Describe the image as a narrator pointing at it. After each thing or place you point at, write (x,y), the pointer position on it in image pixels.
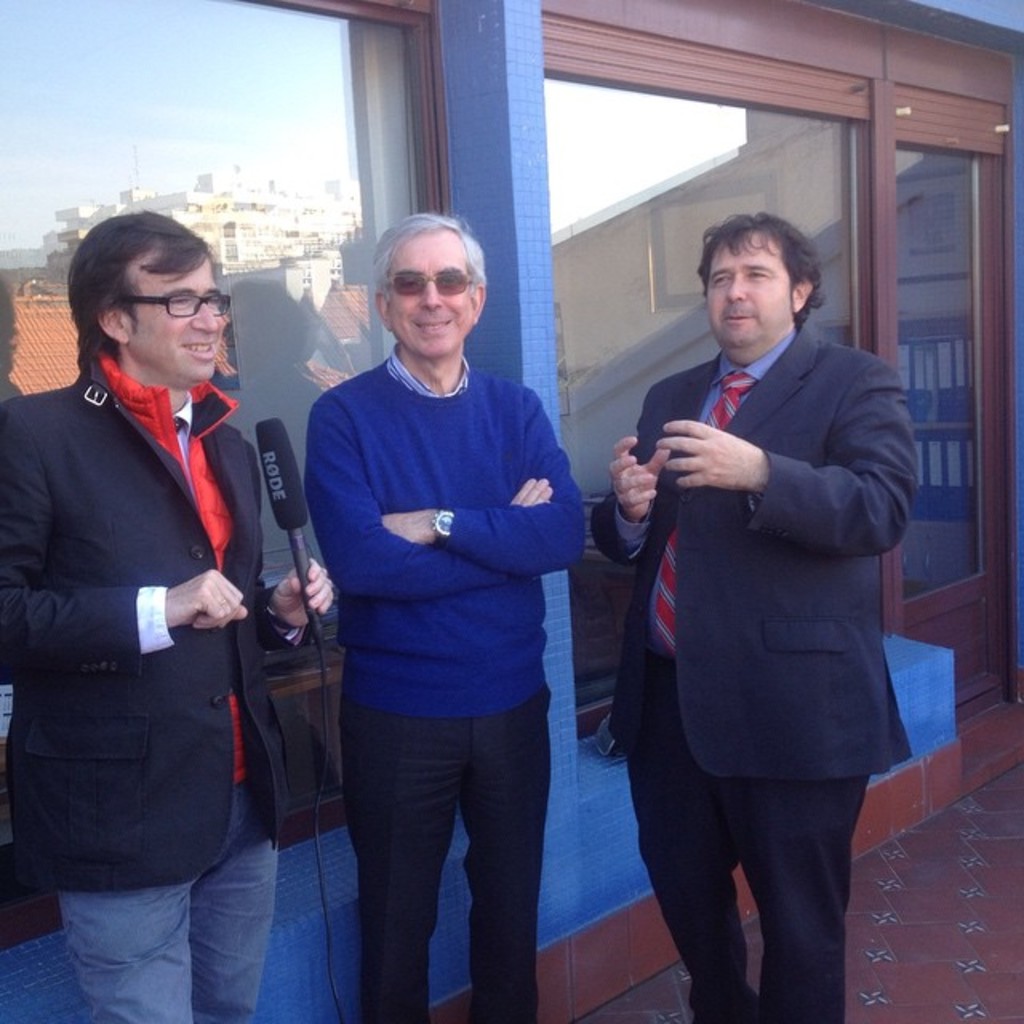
In this image we can see three men (793,580) are standing. One man (251,511) is holding a mic (287,514) in his hand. In the background (287,144), we can see the glass (726,204). In the glass (315,163), reflection (278,269) of building (227,282) is present.
